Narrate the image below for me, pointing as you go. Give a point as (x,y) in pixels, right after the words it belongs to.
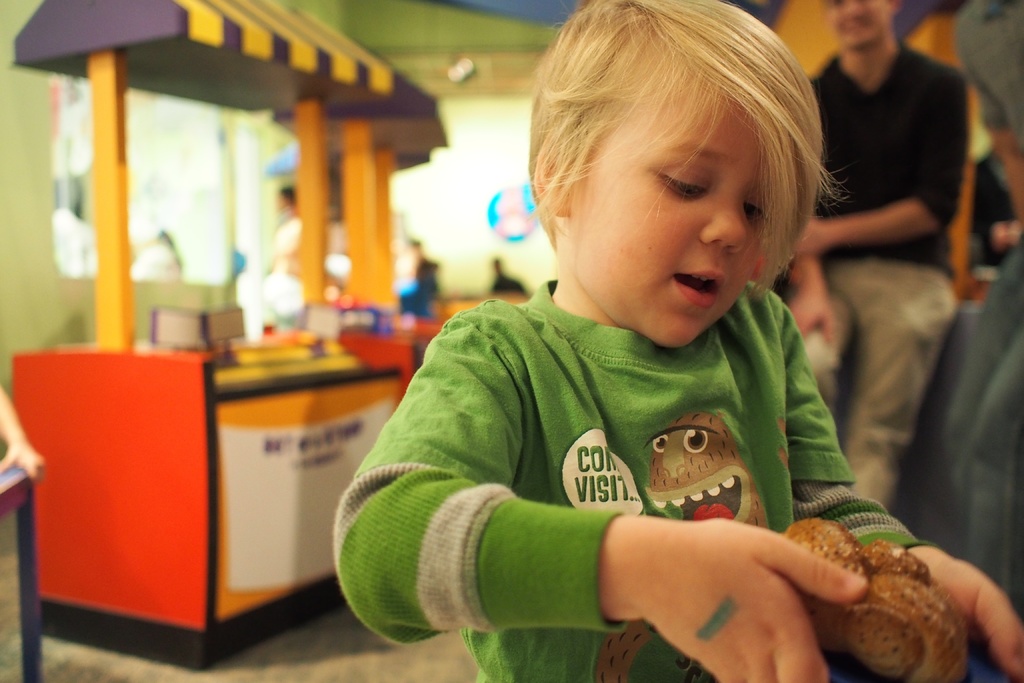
In the foreground of the image (517,302) there is a boy (489,310) wearing a green color dress (569,664) holding a object (933,682) in his hand (995,644). Behind him there is a person (837,123) wearing a black color t-shirt (953,135). At the background of the image (368,78) there is a stall (162,640) and there is a wall (523,23).
